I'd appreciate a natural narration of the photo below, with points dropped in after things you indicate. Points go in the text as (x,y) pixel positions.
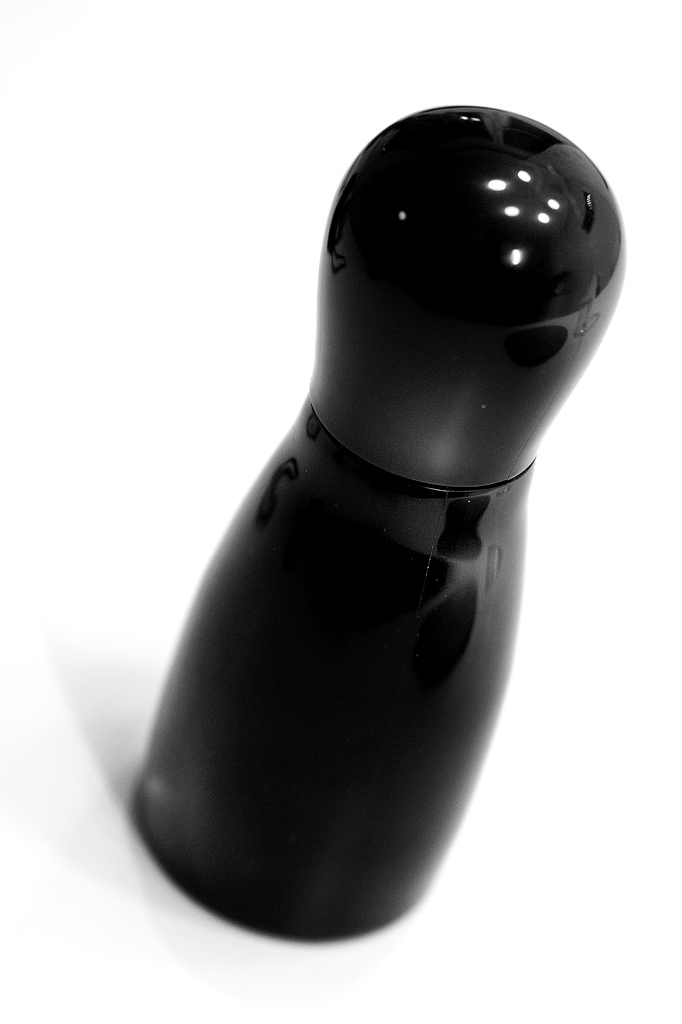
In this image we can see black color bottle (328,748).
